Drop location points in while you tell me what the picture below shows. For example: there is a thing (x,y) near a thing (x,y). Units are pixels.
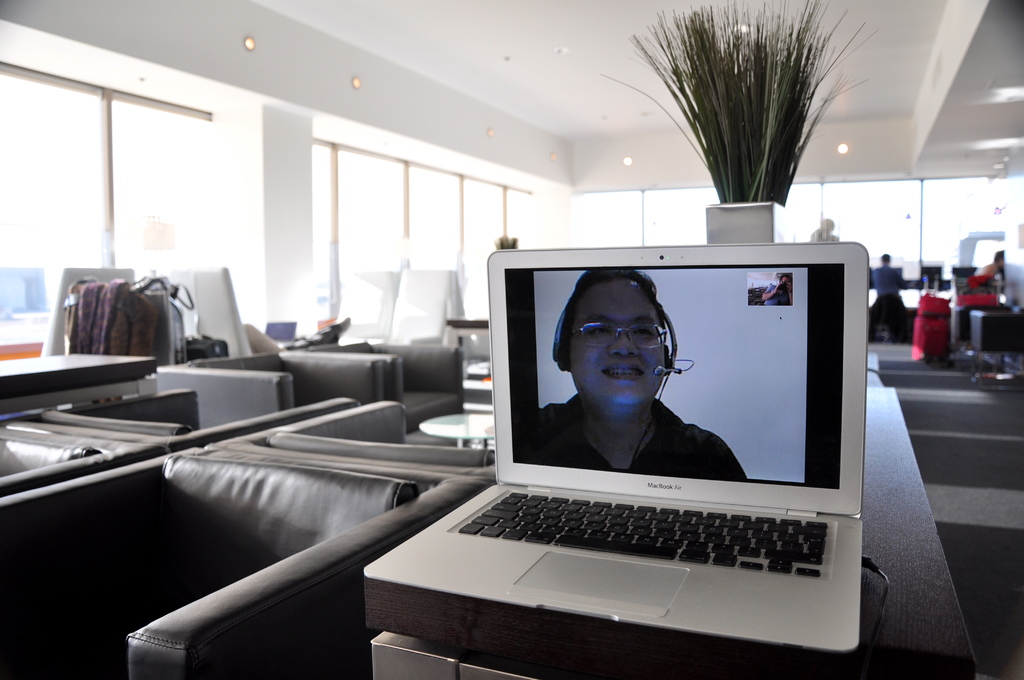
In this image, we can see sofas (227,530), chairs (206,477), tables (472,431), few items (627,450) are placed on it. At the center (569,397), there is a laptop (672,538), On the screen (691,428) a human (635,383) is viewing and he is smiling. He wear a headphones (667,359) and goggles (656,346). In the back side (846,226), there is a plant (774,226), glass windows (521,198), pillars (284,193), few peoples (880,283) are on the right side (988,263).
